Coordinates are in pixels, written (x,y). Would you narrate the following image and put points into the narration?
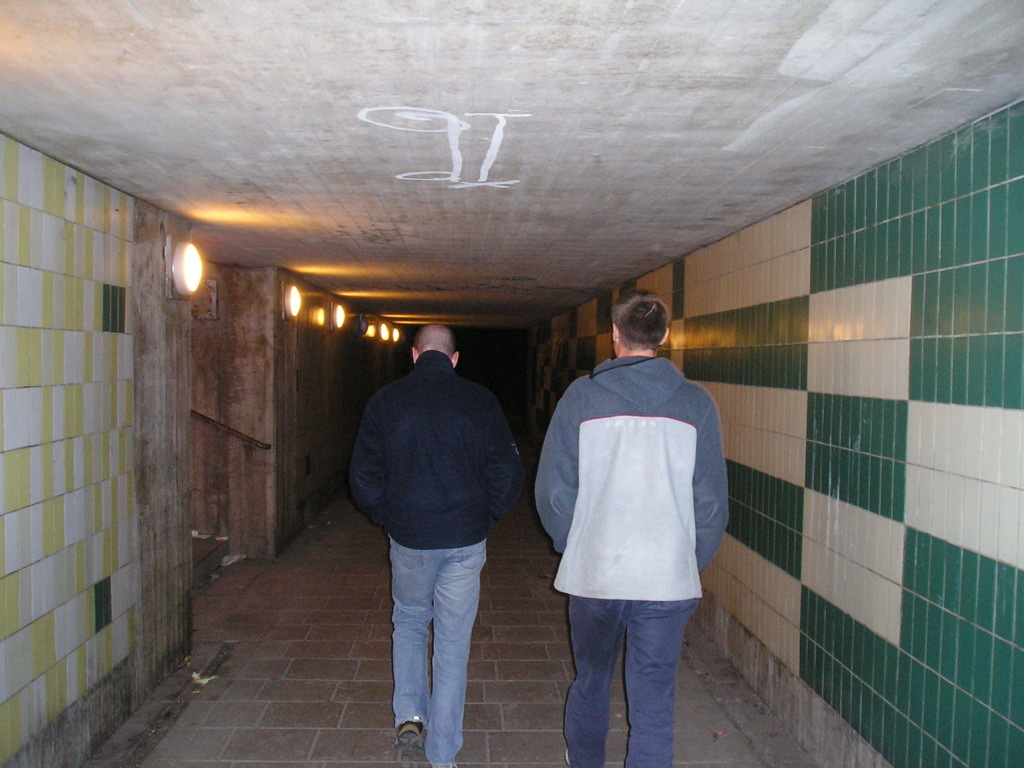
In this image there are two persons (483,465) walking on the floor (354,667). On both right and left side of the image (110,424) there are walls (255,333). At the left side of the image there are lights (342,313).
